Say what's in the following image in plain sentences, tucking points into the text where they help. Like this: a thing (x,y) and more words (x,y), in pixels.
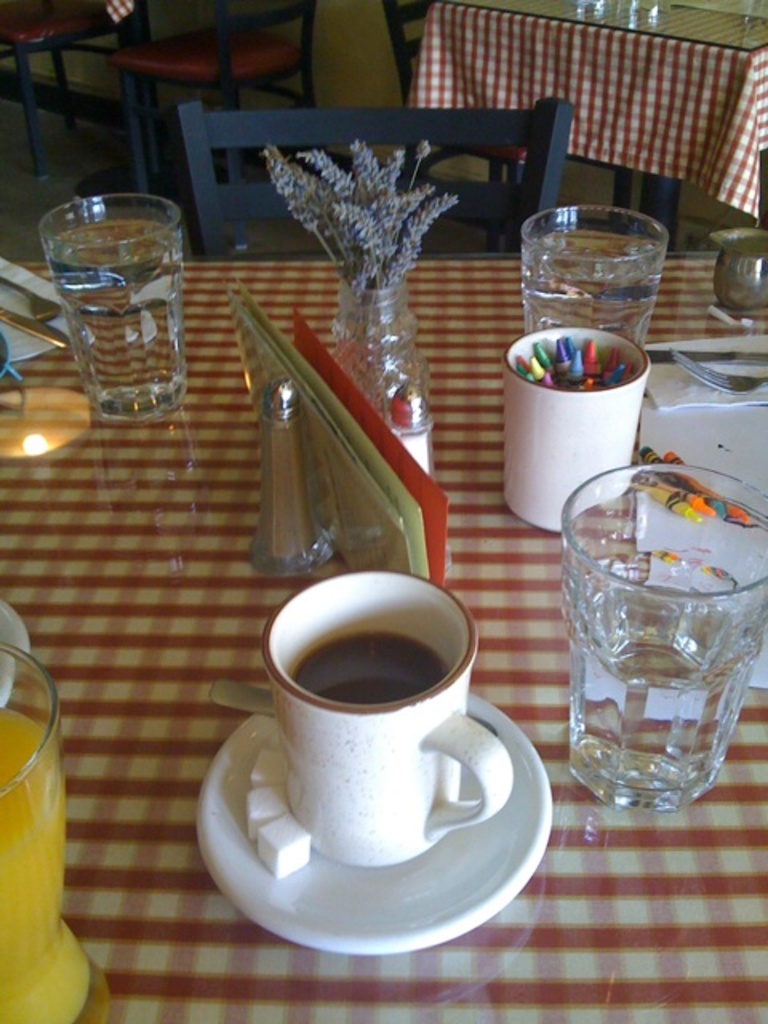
In this image there is a dining table (484,927). On the table (551,887) there is a water glasses (645,304), a tea cup (397,646), saucer (413,873), sugar cubes (291,840), bottle (400,378) and a pamphlet (356,483). In the left bottom corner (43,745) there is a yellow juice (55,887) in a glass (37,880). On the top right corner (623,74) there is an another table (648,29) and chair (402,34).
